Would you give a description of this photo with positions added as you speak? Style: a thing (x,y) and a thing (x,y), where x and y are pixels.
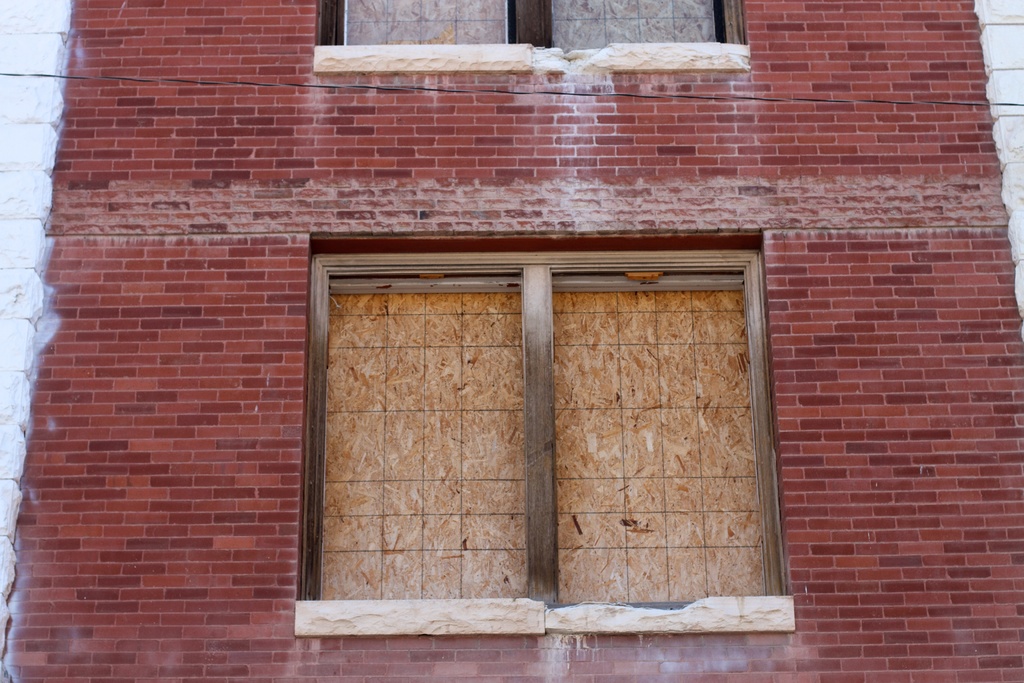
In this image we can see building (334,179), walls (374,179) and windows (481,423).
